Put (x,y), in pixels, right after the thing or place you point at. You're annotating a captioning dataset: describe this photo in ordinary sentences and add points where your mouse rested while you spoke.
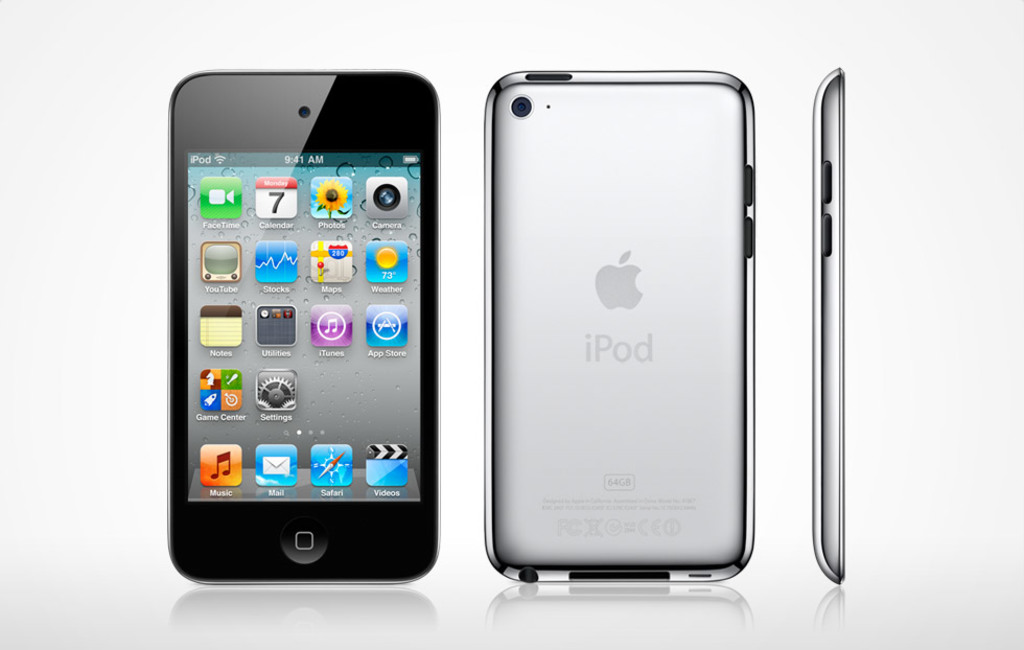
In this picture, we see the front view, back view and the side view of the iPod (510,331). In the background (59,242), it is white in color.
